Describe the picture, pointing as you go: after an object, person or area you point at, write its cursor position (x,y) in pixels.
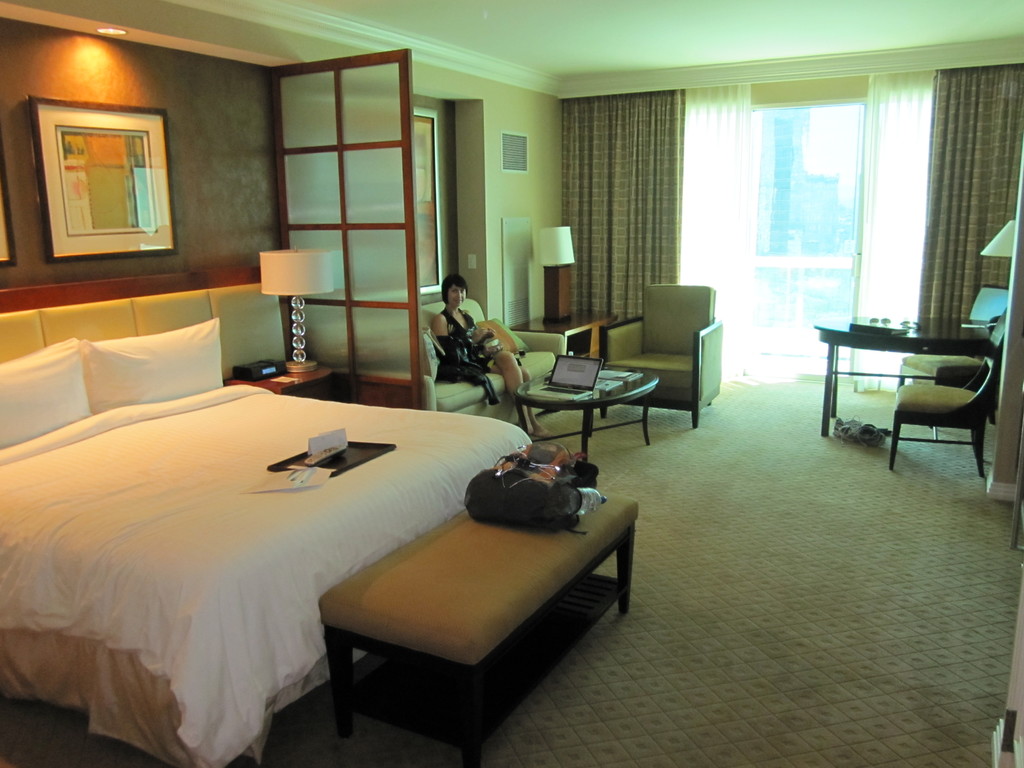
In this image there is a person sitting on the couch (479,405) and at the left side of the image (202,286) there is a bed (218,448) and at the right side of the image (975,386) there is a chair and at the top left of the image (120,233) there is a painting (161,165) attached to the wall (186,158) and at the backside of the image (798,250) there is a window (827,237).
